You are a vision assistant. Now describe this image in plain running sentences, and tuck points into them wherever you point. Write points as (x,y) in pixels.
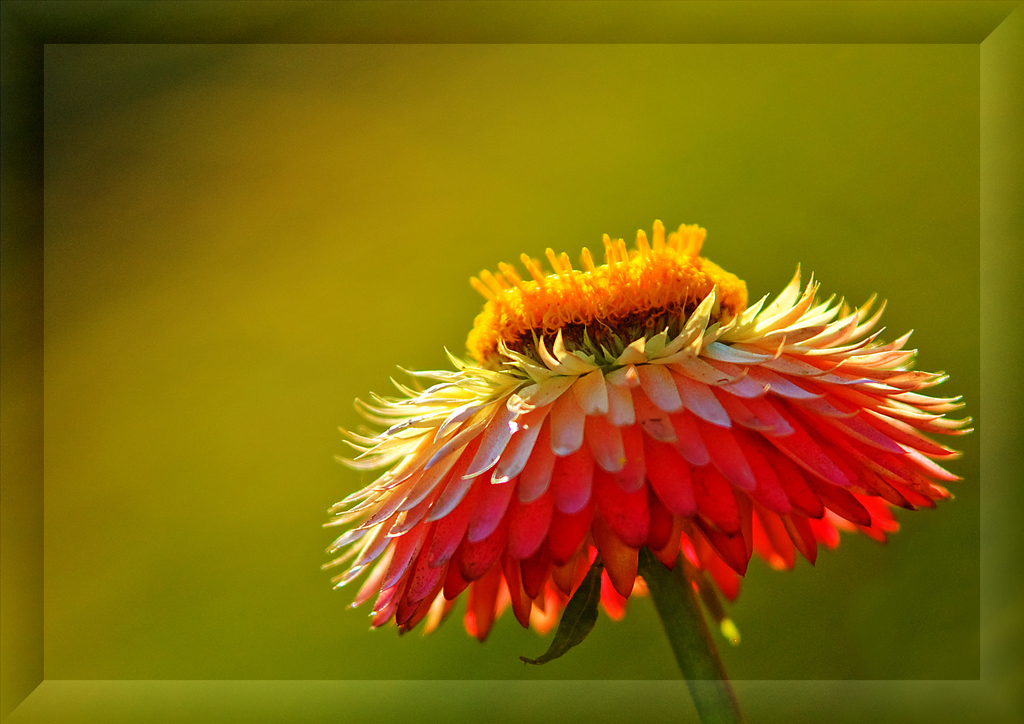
We can see flower (733,323). In the background (589,637) it is blur.
